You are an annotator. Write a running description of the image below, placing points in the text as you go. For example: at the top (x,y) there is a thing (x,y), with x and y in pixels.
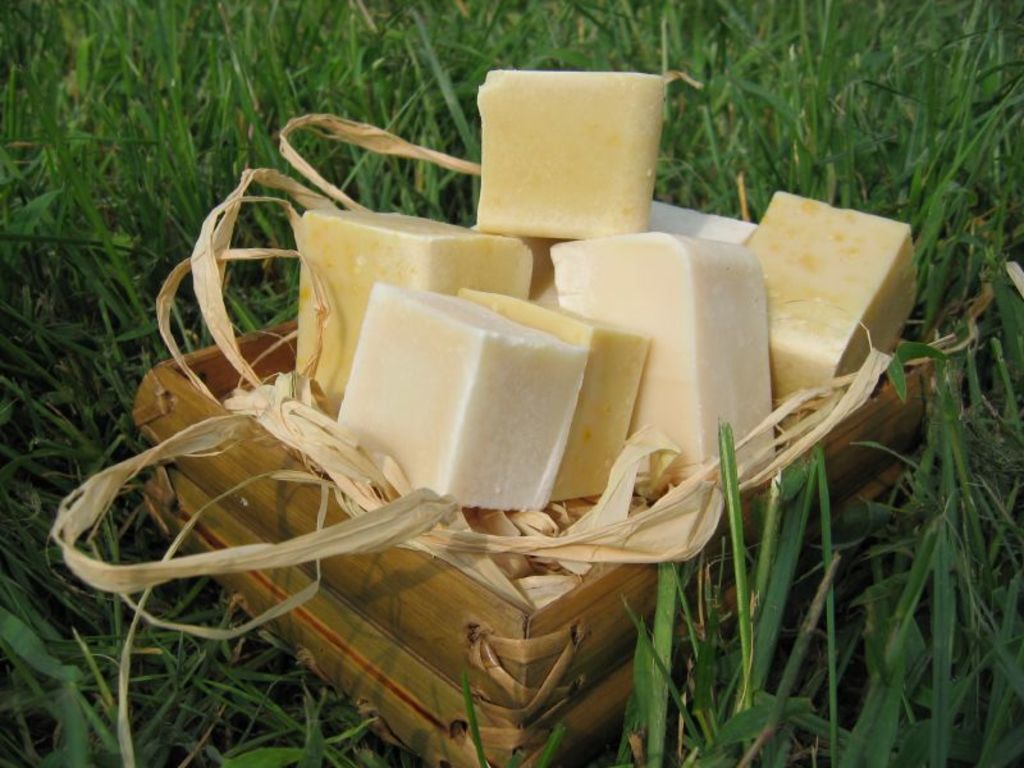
There is soap (455,364) in a basket (286,471) is present on a grass (129,292).
